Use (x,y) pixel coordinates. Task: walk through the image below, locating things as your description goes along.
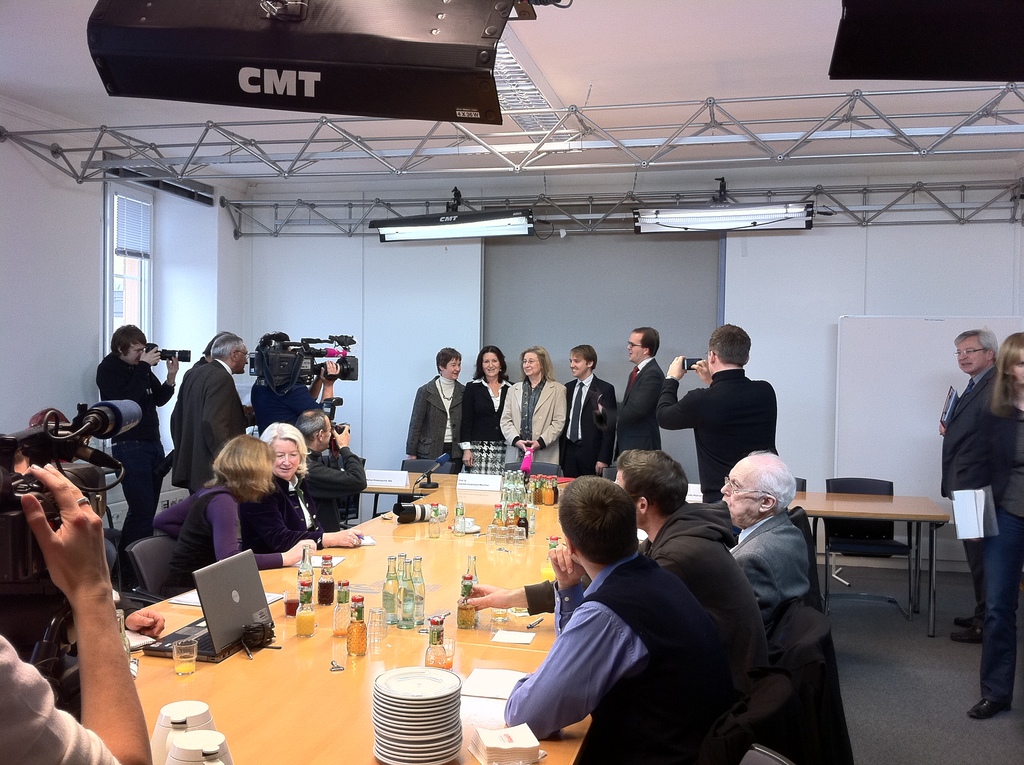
Few persons (325,377) standing. Few persons (286,548) sitting on the chair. These four persons (335,497) holding camera (155,347). This is table (298,702). On the table (483,542) we can see bottles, paper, pen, plates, jar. On the background (284,279) we can see wall (338,297). On the top (787,207) we can see lights (681,227). This is floor (908,652). This is whiteboard (894,359).
